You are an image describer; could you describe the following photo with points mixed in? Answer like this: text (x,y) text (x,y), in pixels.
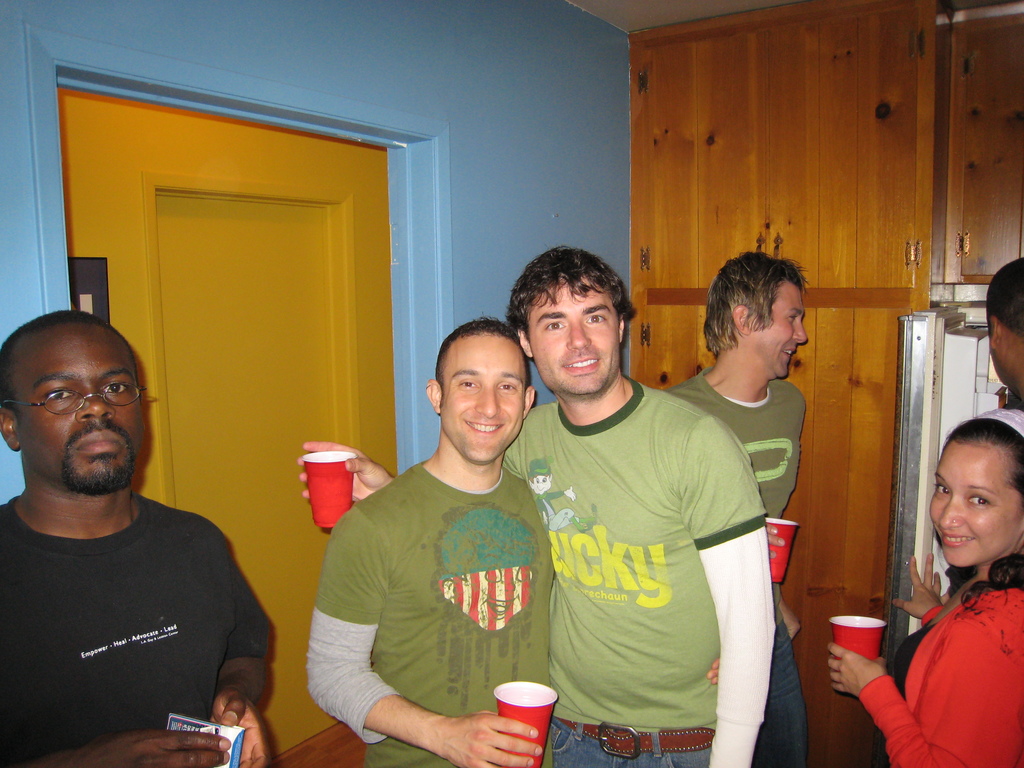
In this image there are a group of people (429,608) standing in room (722,2) in which some of them are holding cups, behind them there is a door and on the other side there is a wooden wall (847,728) with fridge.
